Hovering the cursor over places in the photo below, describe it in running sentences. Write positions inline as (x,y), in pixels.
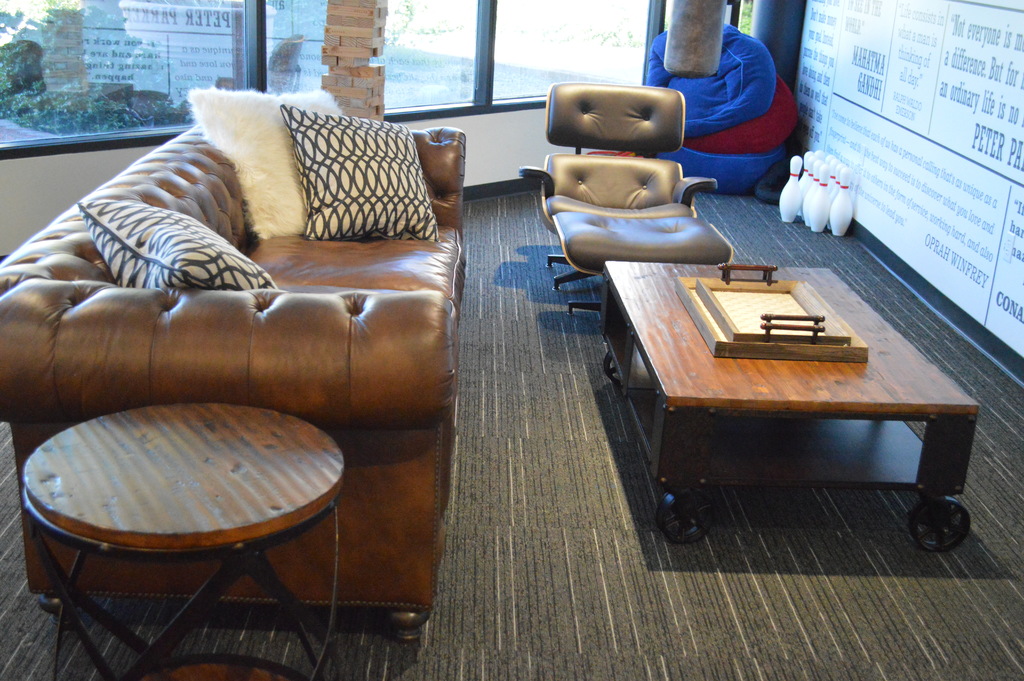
This is a couch (351,319) with cushion (255,232) on it. This is a chair (602,163). This is a table (661,297) with some object (785,302) on it. These are the pin balls (822,204). I think these look like a bean bags (760,113). This is a small teapoy (172,530). these are the windows (488,53).
